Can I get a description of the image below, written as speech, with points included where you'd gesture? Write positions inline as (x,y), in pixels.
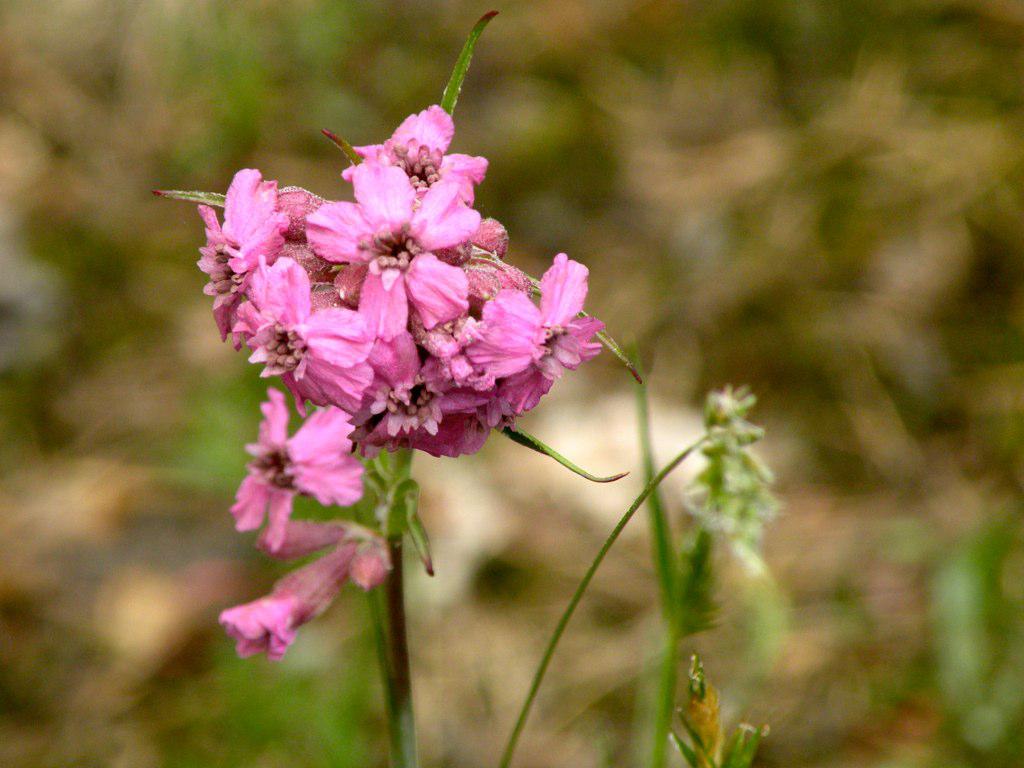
In this image, we can see some flowers (336,445) on blurred background.
